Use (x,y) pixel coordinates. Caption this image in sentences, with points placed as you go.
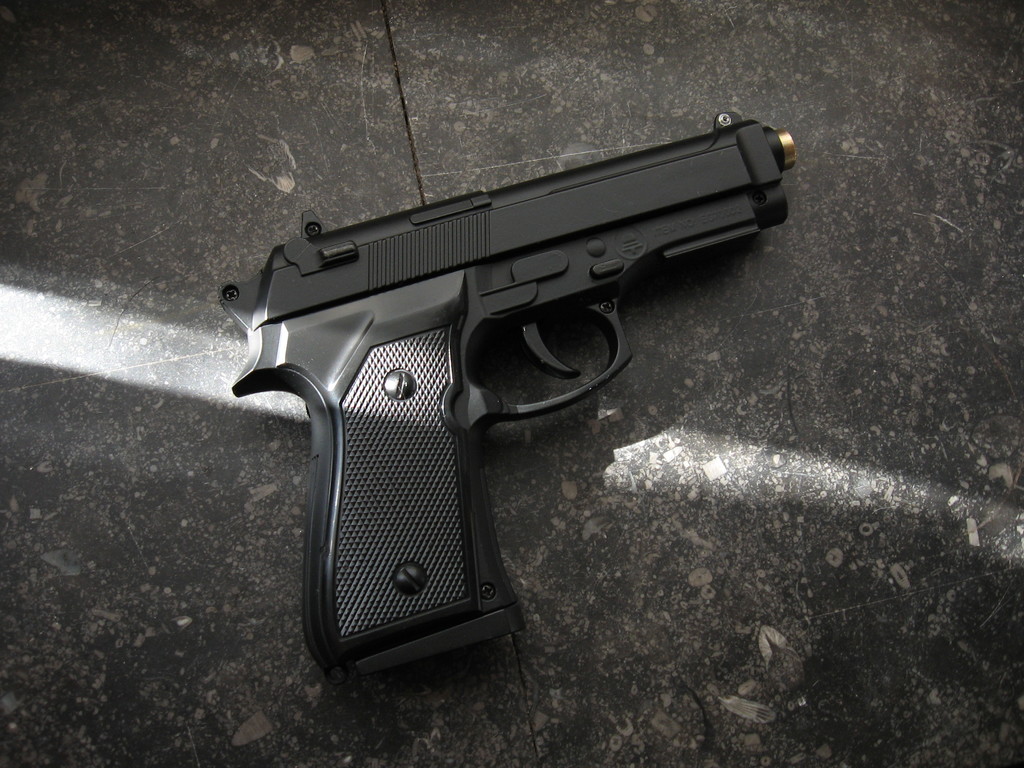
In this picture we can see a gun (340,578) on a platform (566,159).
